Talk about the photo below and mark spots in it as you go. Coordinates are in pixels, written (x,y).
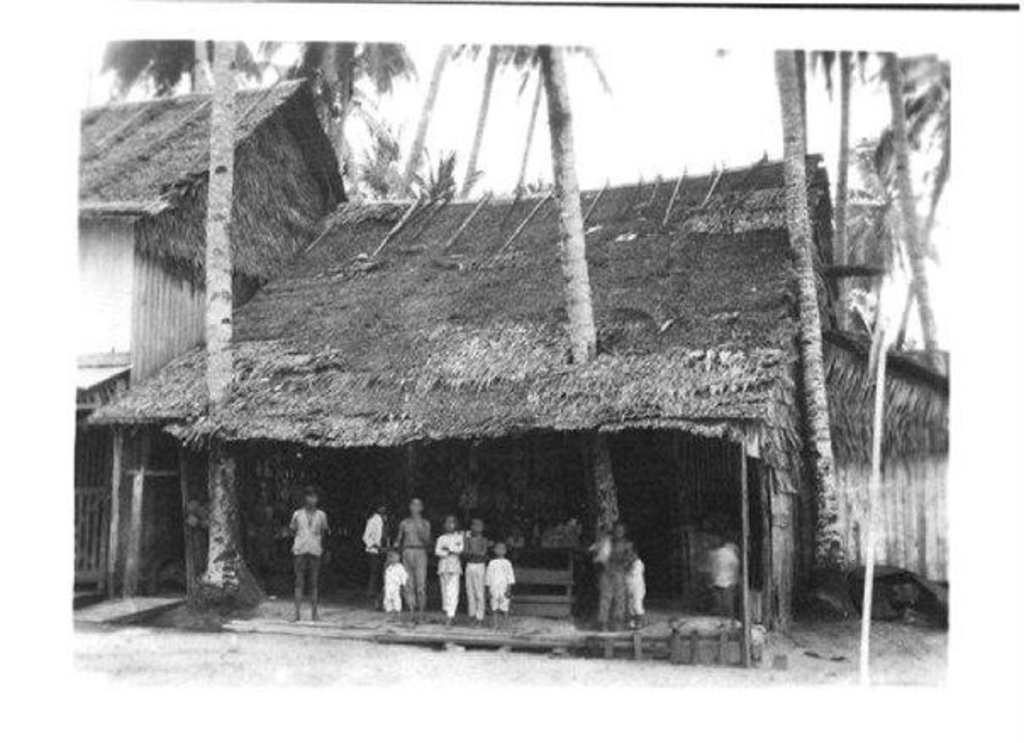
This is a black and white image, in this image there are some houses (393,338) and some children (375,574) are standing and also i can see some trees (897,199).
